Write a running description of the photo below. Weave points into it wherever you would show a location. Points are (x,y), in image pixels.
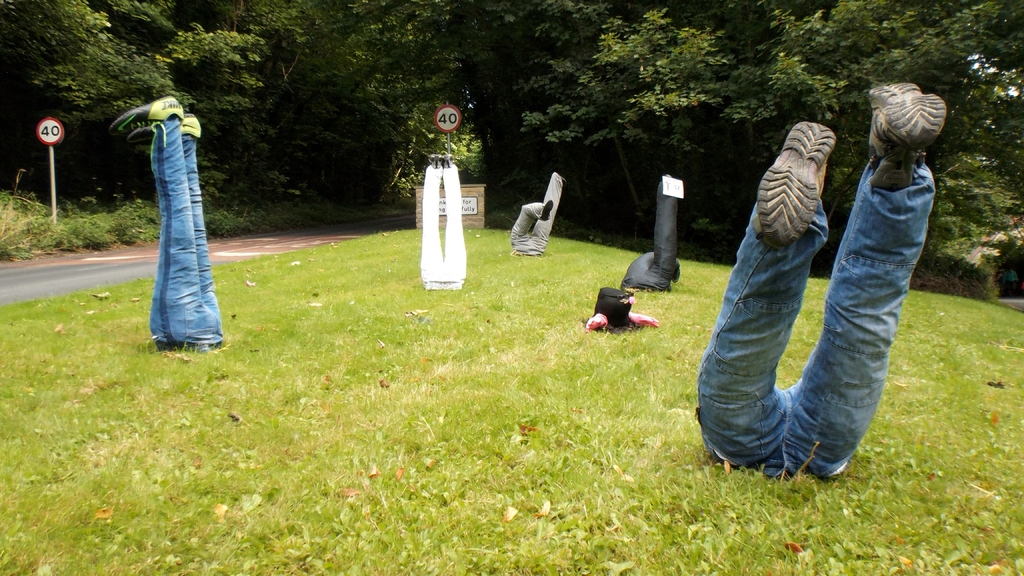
In this picture we can see some persons legs (527,218), sign boards (44,143), name board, road (63,283), grass (549,284), plants (222,217) and in the background (408,97) we can see trees (278,112).
